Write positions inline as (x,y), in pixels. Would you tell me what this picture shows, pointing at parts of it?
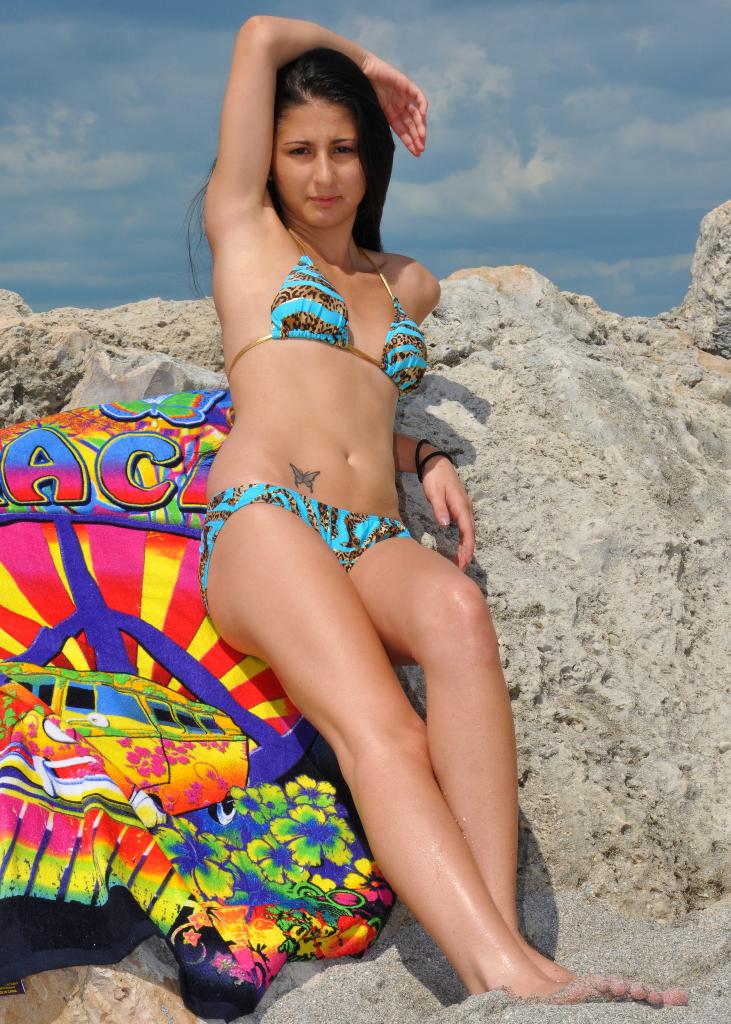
This image is taken outdoors. At the top of the image (117,191) there is a sky (123,112) with clouds (490,88). At the bottom of the image (438,988) there is a ground (363,980). In the middle of the image (353,406) a woman (406,810) is leaning on the rock (496,566). On the left side of the image (137,742) there is a towel (147,830) on the rock (78,350).
